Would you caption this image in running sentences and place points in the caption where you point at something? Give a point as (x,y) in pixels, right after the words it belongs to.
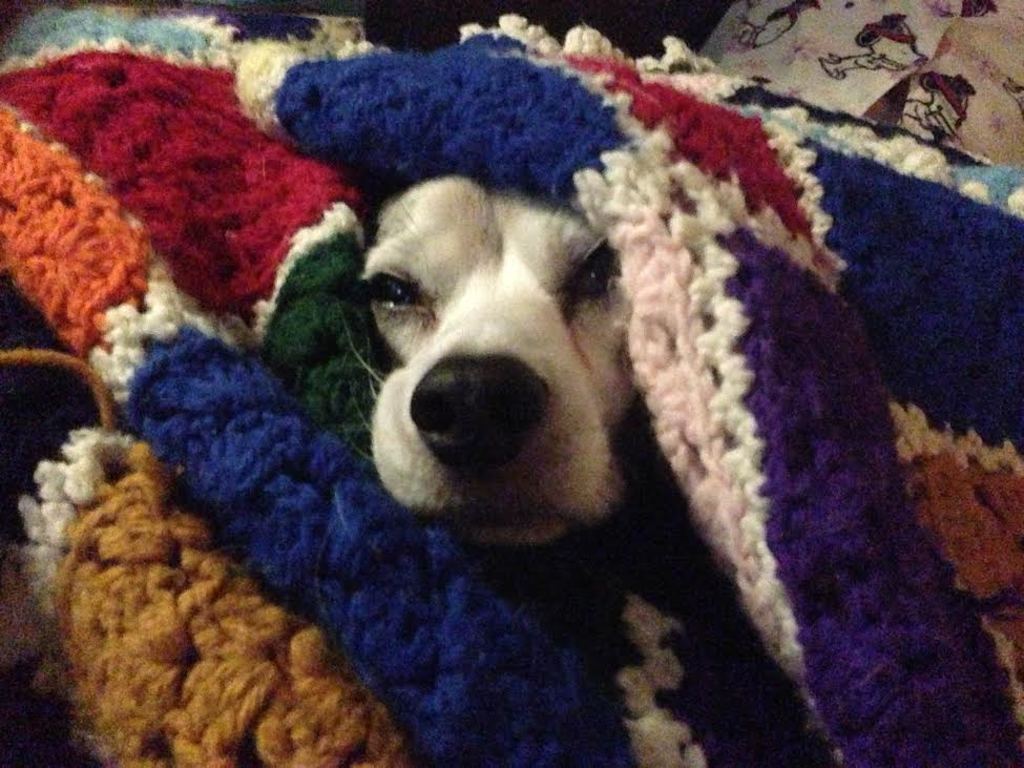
In the center of the image (500,393) we can see a dog (413,330) covered with a blanket (747,451).
